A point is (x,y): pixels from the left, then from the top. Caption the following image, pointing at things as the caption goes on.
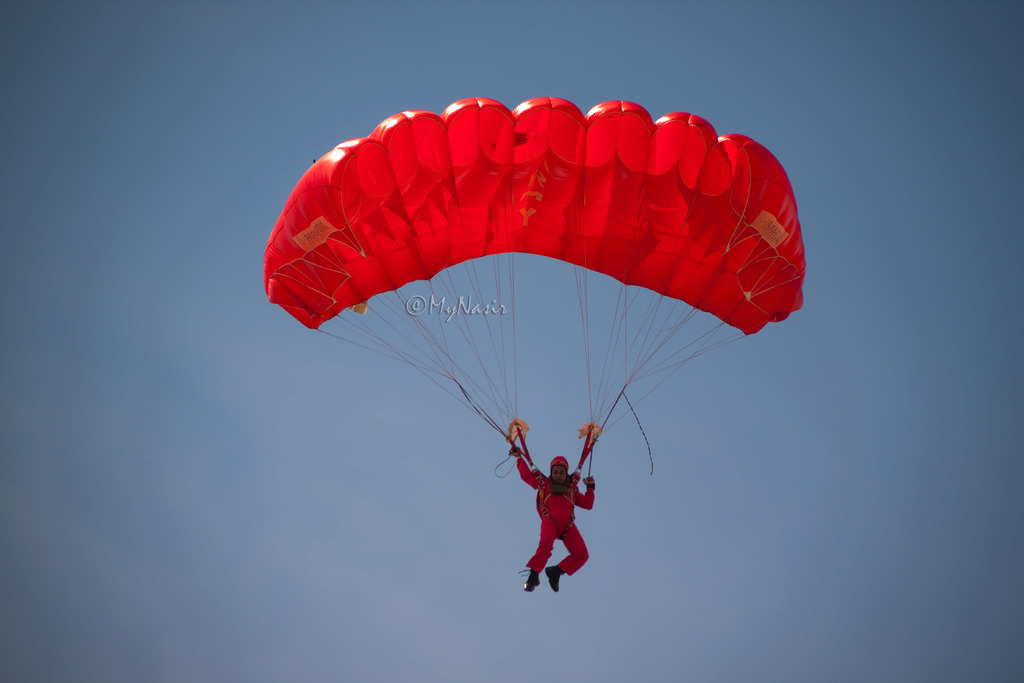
In this image I can see a person (565,508) flying in the air (383,533) along with the parachute (439,210) which is in red color. In the background (169,172), I can see the sky (227,431) in blue color.
